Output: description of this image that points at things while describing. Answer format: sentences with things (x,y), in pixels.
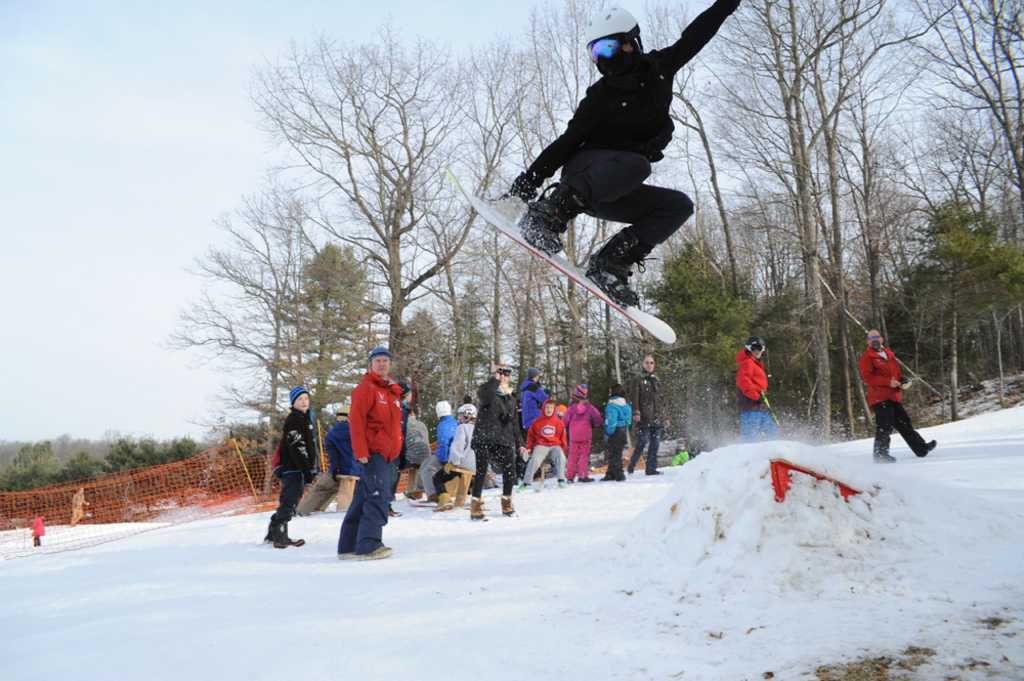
The person (643,157) wearing black dress (613,145) placed his legs (545,242) on a snowboard (571,267) which is in the air (561,283) and there are few persons (496,408) standing beside him and there are trees (320,402) in the background (319,403).
